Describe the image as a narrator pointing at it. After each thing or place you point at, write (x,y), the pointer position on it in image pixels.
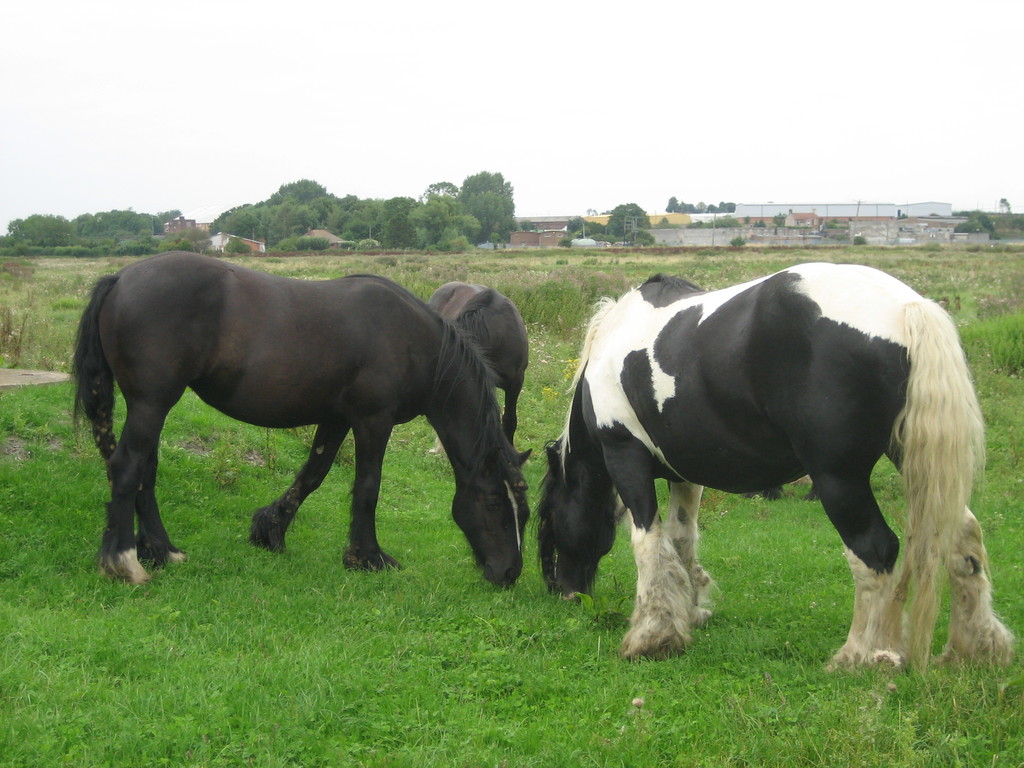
In this image in the foreground (583,380) there are three horses (631,388), and in the background (577,244) there are some trees (105,248) and buildings (896,215). At the bottom (467,579) there is grass (829,622) and at the top (279,144) there is sky (593,144).
